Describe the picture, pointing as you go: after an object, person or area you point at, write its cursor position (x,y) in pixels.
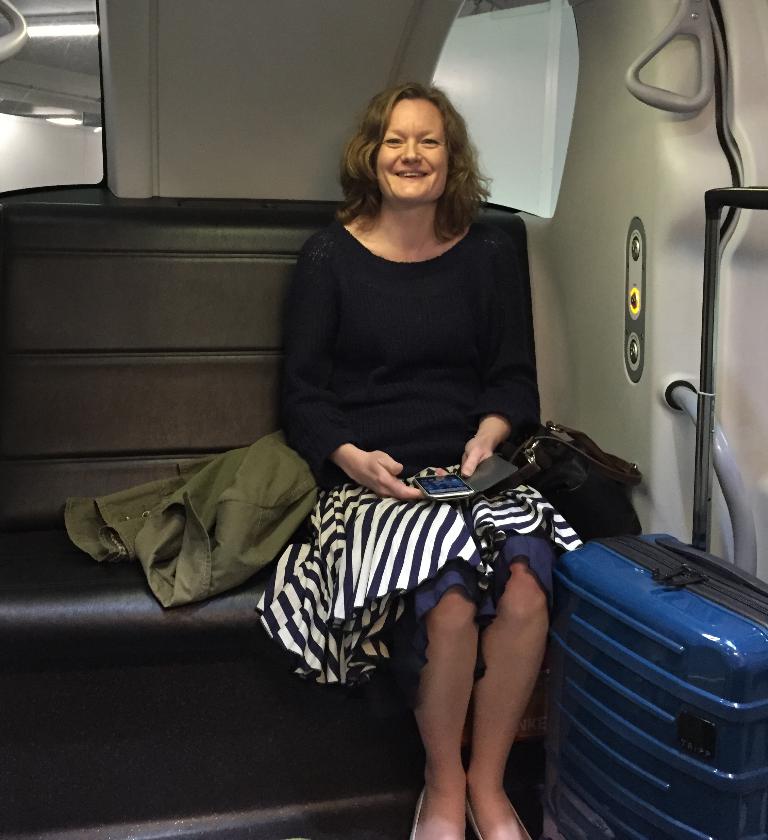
In this picture there is a lady (456,777) who is sitting at the right side of the image (652,535) with luggage (559,796) and a hand bag (544,477), there is a jacket (86,501) at the right side of the lady (415,391), it seems to be she is sitting in a train (641,399).
